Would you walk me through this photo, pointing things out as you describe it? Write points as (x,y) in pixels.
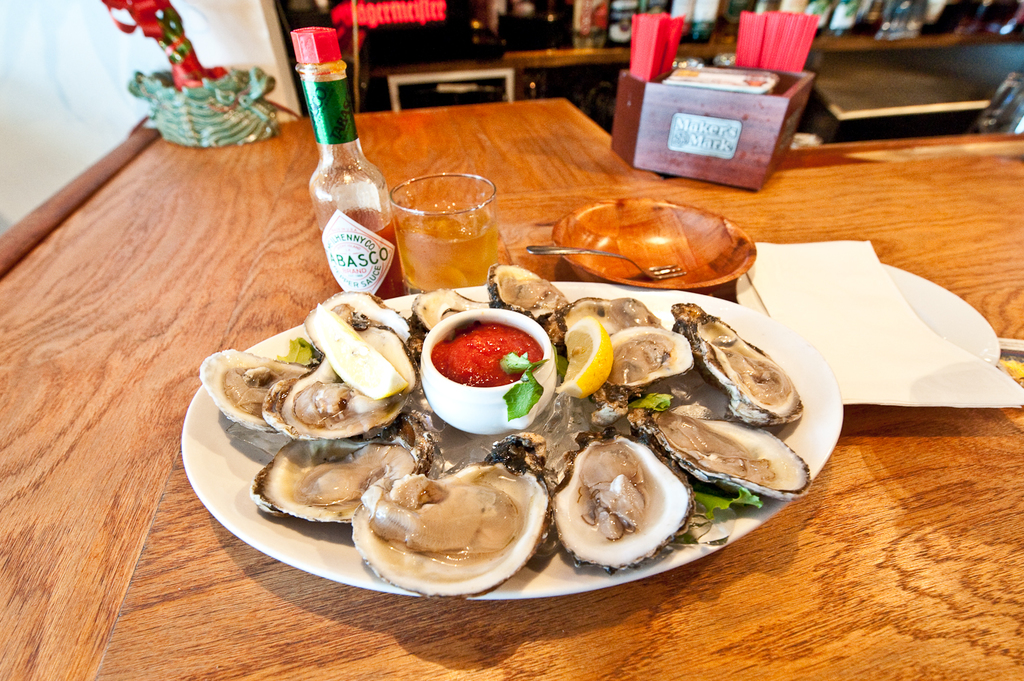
Here we can see oysters (237,396) on the shells (499,458), lemon slice (580,359), leaves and sauce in a cup (459,320) on a plate (289,383) on the table (767,600) and there is a sauce bottle (351,235), glass (402,243) with liquid (471,235) in it, fork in a bowl (623,248), tissue (888,316) on a plate (857,299) and other two objects (197,124). In the background (168,57) there are bottles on a table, wall (28,55) and other objects (422,10).
